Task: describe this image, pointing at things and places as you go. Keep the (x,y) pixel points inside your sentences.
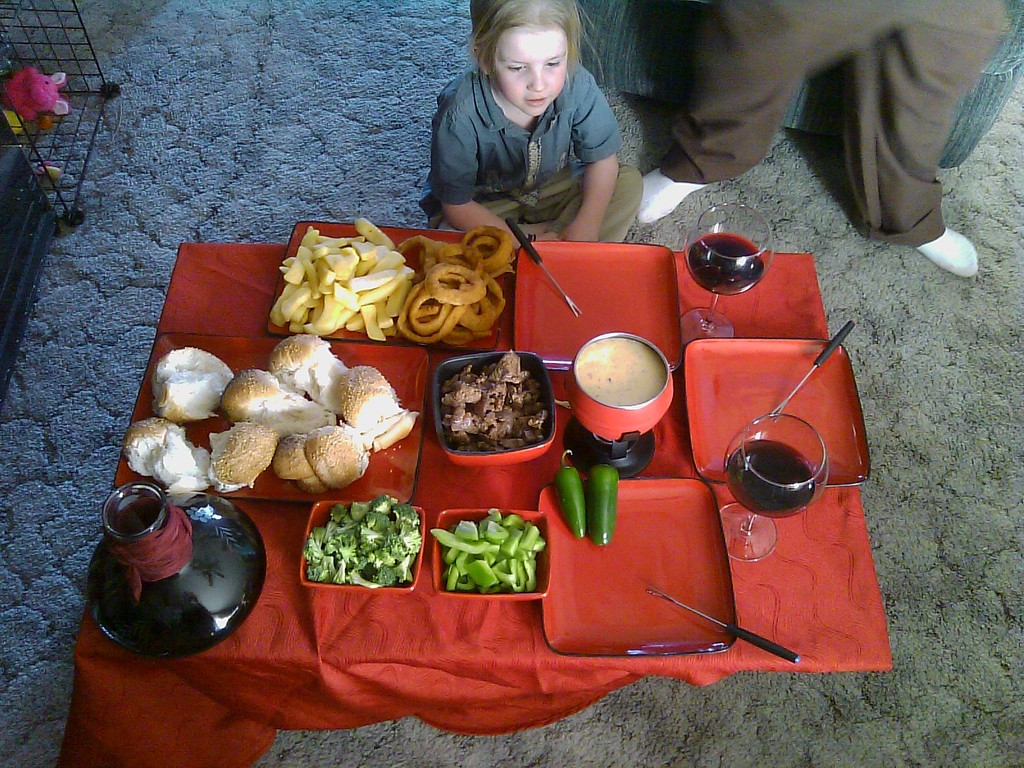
In this picture I can see there is a girl (515,188) sitting and there is a table (564,375) in front of her and there are different bowls (544,558) with broccoli (367,556), capsicum (494,581) and there are chilli (608,520) and wine glasses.
